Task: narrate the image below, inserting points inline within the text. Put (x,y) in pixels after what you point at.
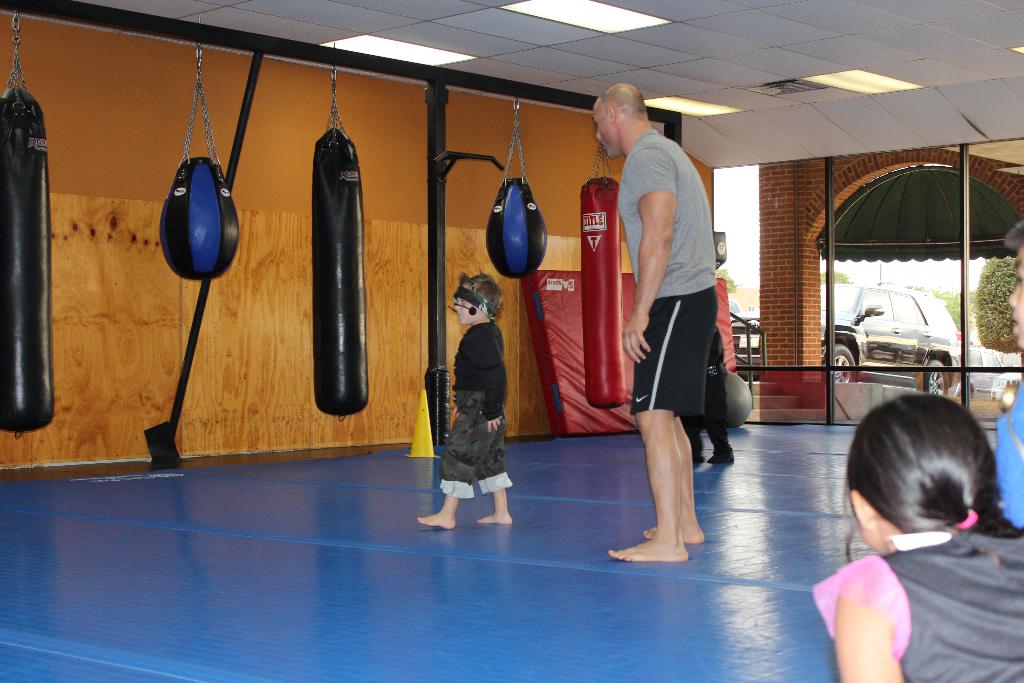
In this image there is a kid (479,388) who is walking on the mat (437,528). In front of him there are so many punching bags (317,227). On the right side (688,319) there is a man (647,283) behind the kid (497,335). At the top (499,45) there is ceiling (497,32) with the lights (548,5). In the background (915,322) there is a glass (918,339) through which we can see that there are so many vehicles (881,322) which are parked on the road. At the bottom (410,602) there is a mat (236,576).
